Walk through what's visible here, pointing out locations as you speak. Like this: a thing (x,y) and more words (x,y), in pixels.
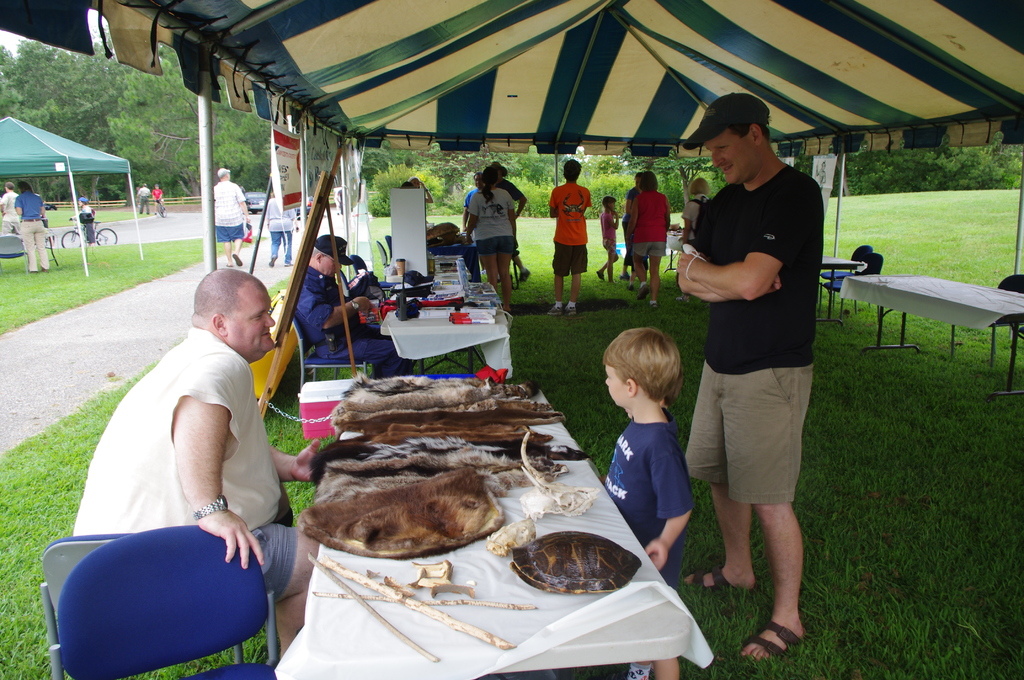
Here we can see a group of people (244,287) sitting on chairs (208,559) with animal skins (500,412) and bones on the table (342,446) present in front of them and there are other people (660,238) standing here and there under the tent (271,84) present and at the back (173,129) we can see trees (717,183) and plants (543,186).
